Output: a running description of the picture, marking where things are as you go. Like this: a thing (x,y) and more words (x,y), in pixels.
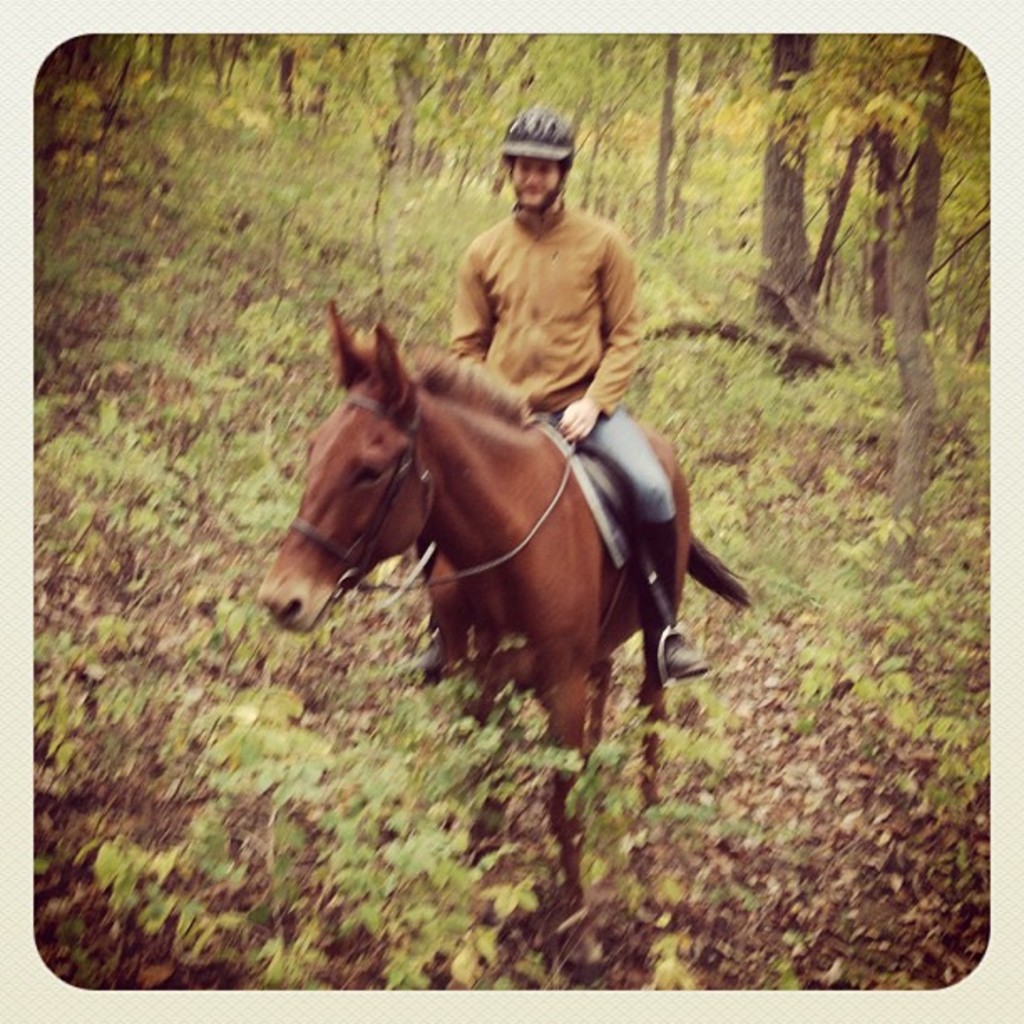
A man (568,385) is riding a horse (556,469) behind him there are trees (633,83).
